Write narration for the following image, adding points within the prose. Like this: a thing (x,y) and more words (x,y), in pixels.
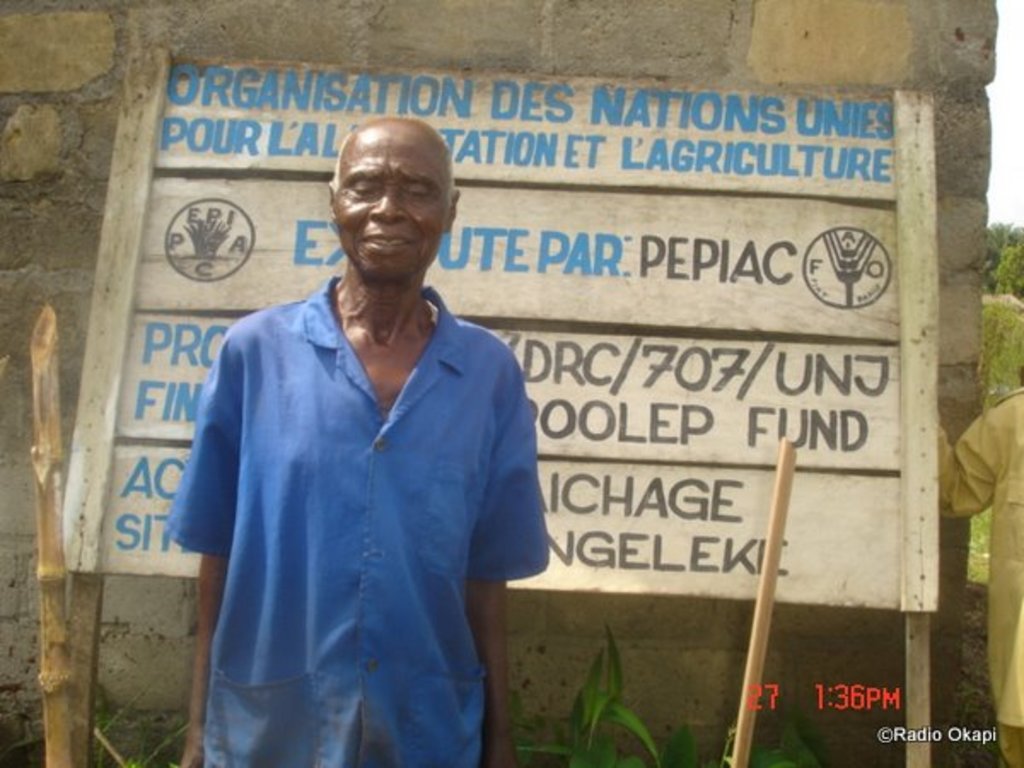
In this picture we can see a man (383,472) is standing, on the left side (38,52) there is a wall (19,119), we can see a board (663,210) in the middle (632,262), there is some text (652,512) on the board (587,179), at the bottom (593,747) there are some plants (604,733), on the right side (1008,500) we can see another person (1017,517) and some trees (999,237), at the right bottom (919,731) there is some text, there is the sky (1000,110) at the right top of the picture (1002,91).
